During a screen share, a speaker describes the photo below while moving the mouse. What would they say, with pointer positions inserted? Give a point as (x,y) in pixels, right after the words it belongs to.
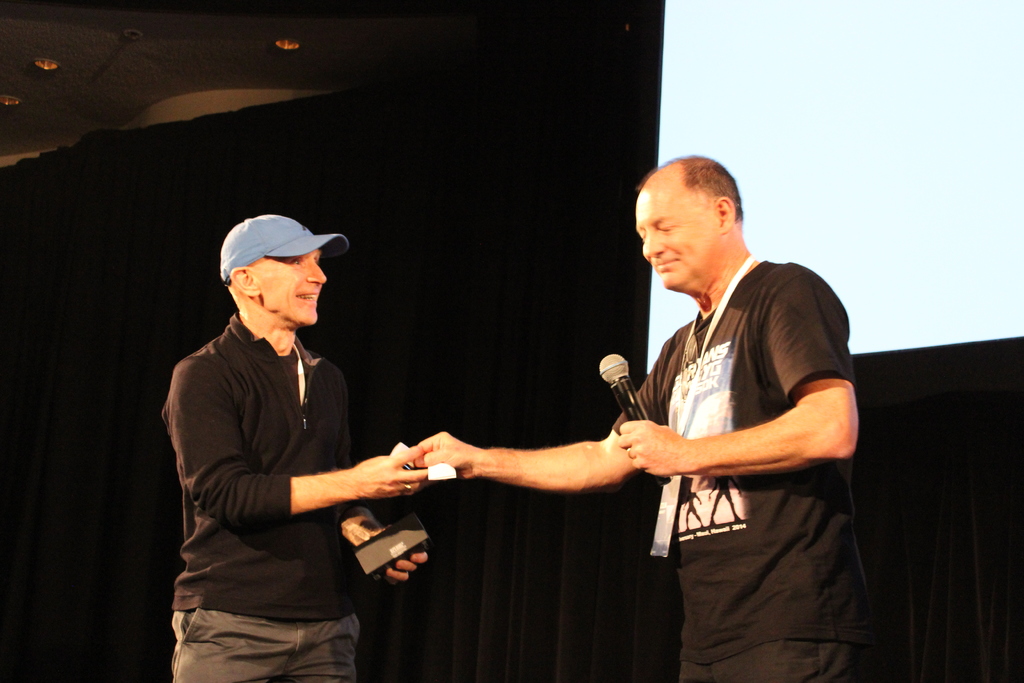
In this picture there is a man (284,352) who is wearing cap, black t-shirt (252,501) and trouser (284,625). He is holding black box (390,551). On the right (735,244) there is a person (709,390) who is wearing t-shirt (714,423), card (663,514) and trouser (779,652). He is holding a mic (628,370). He is standing near to the projector screen (893,208). On the top left corner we can see lights (290,44).
